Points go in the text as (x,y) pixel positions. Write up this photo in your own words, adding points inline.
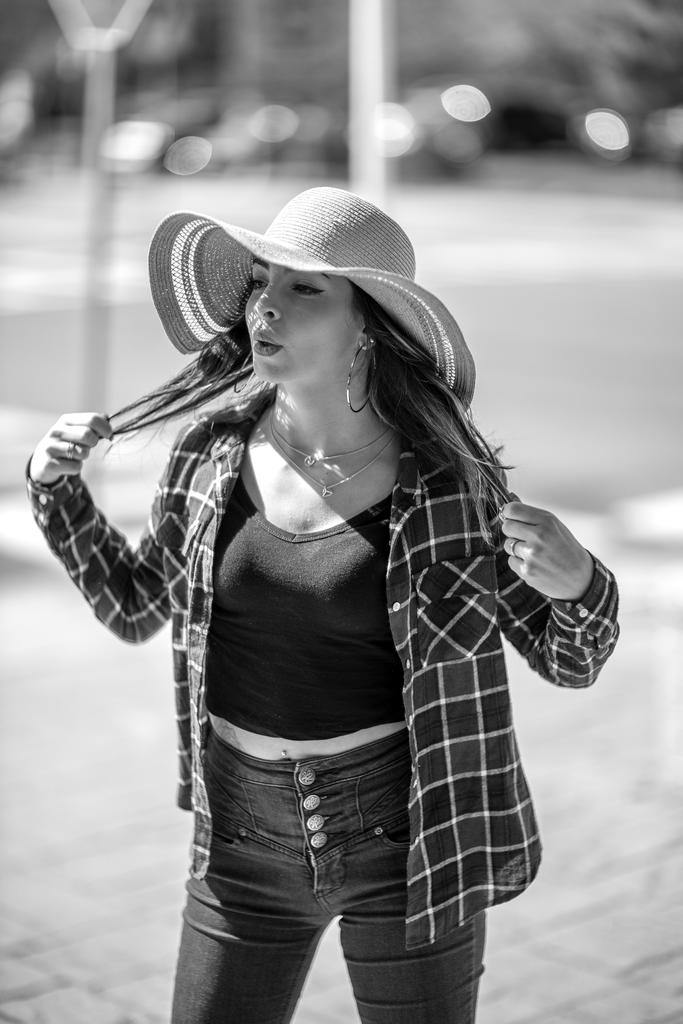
In this picture I can see a woman (447,635) is wearing the hat (393,307), this image is in black and white color.
